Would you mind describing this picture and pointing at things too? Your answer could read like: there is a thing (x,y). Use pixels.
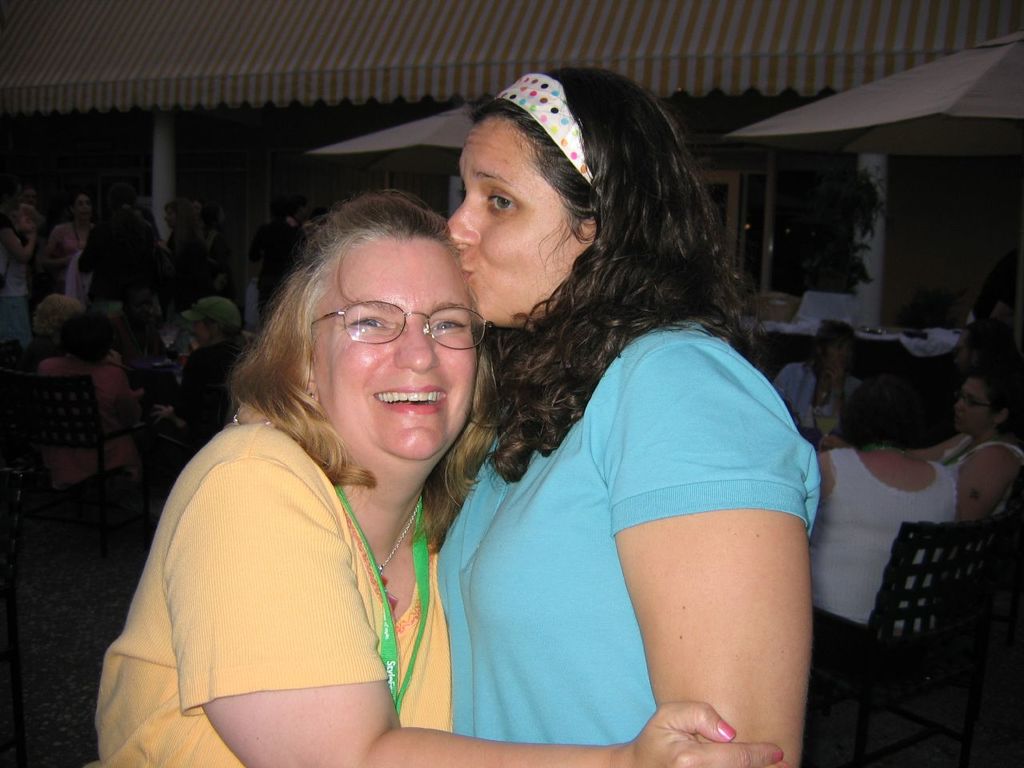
As we can see in the image in the front (345,591) there are two people (347,557). The woman (513,464) over here is wearing sky blue color dress (578,532) and the woman (333,620) on the left side (333,620) is wearing a yellow color dress (415,625). In the background (20,286) there are group of people (115,335) here and there. Few of them (97,340) are sitting on chairs (71,380) and there is a house (250,33).
